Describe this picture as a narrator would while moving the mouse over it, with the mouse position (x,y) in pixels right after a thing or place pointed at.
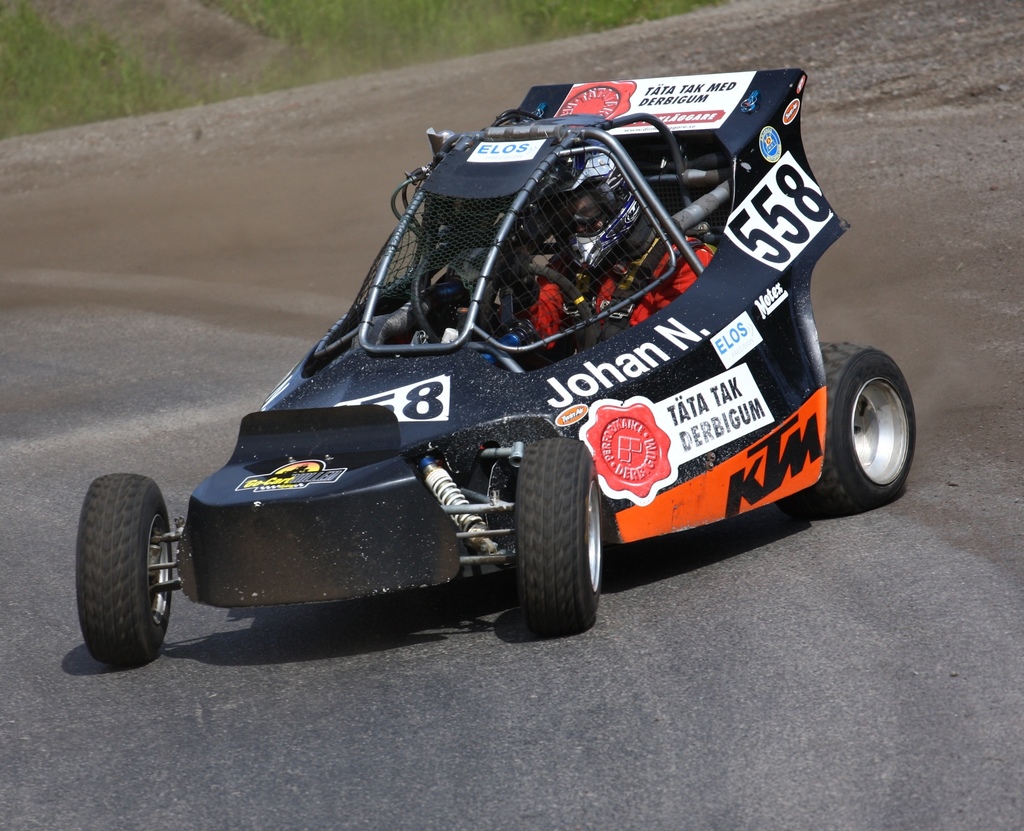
This image consists of a sports car (519,402) in black color. At the bottom (638,648), there is a road (571,687). In the background (130,92), we can see green grass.
